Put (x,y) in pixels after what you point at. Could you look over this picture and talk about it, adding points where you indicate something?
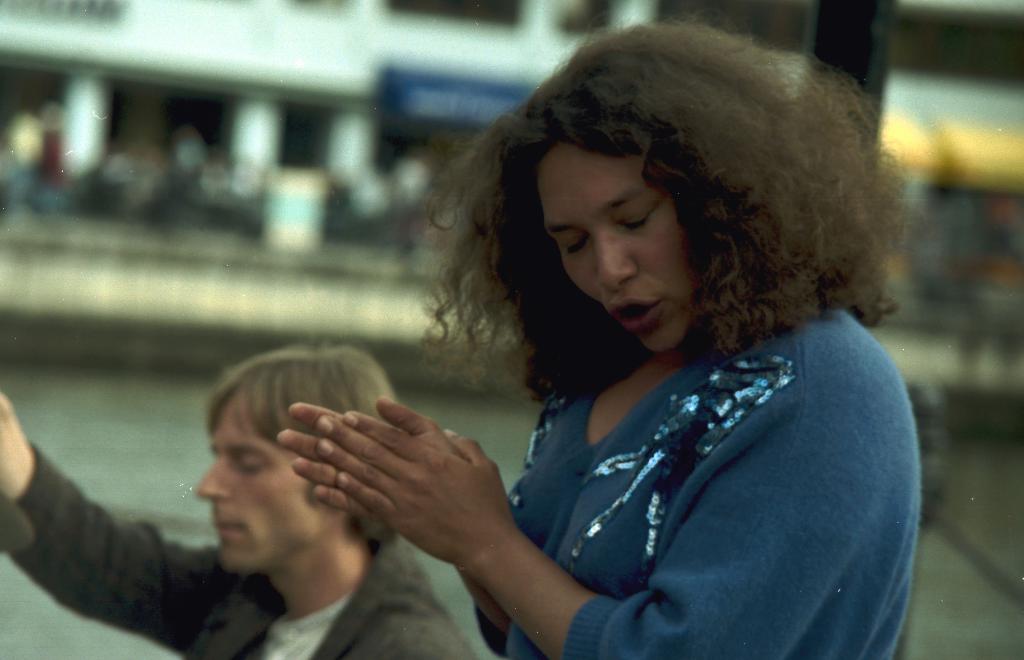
A woman (563,403) is clapping. There is another person (235,541) at the back (235,511). The background (9,196) is blurred.
